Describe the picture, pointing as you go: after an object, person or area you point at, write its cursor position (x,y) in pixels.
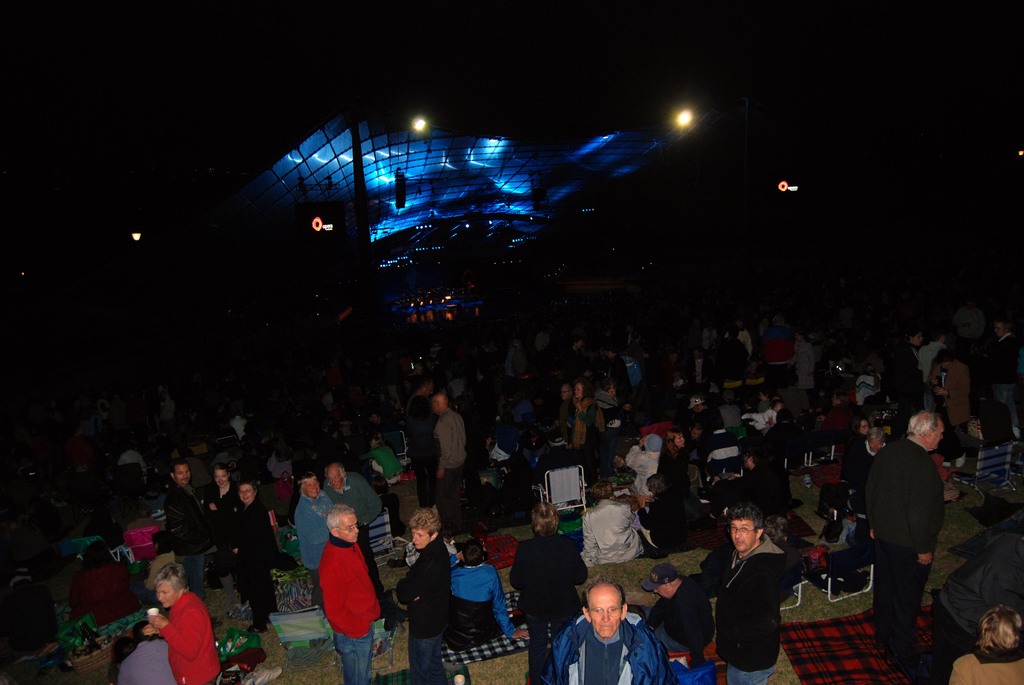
In this picture I can observe some people (388,464) standing on the floor (669,556) in the middle of the picture (583,394). There are men (907,441) and women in this picture. In the background (363,101) I can observe two lights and the surroundings are dark.
